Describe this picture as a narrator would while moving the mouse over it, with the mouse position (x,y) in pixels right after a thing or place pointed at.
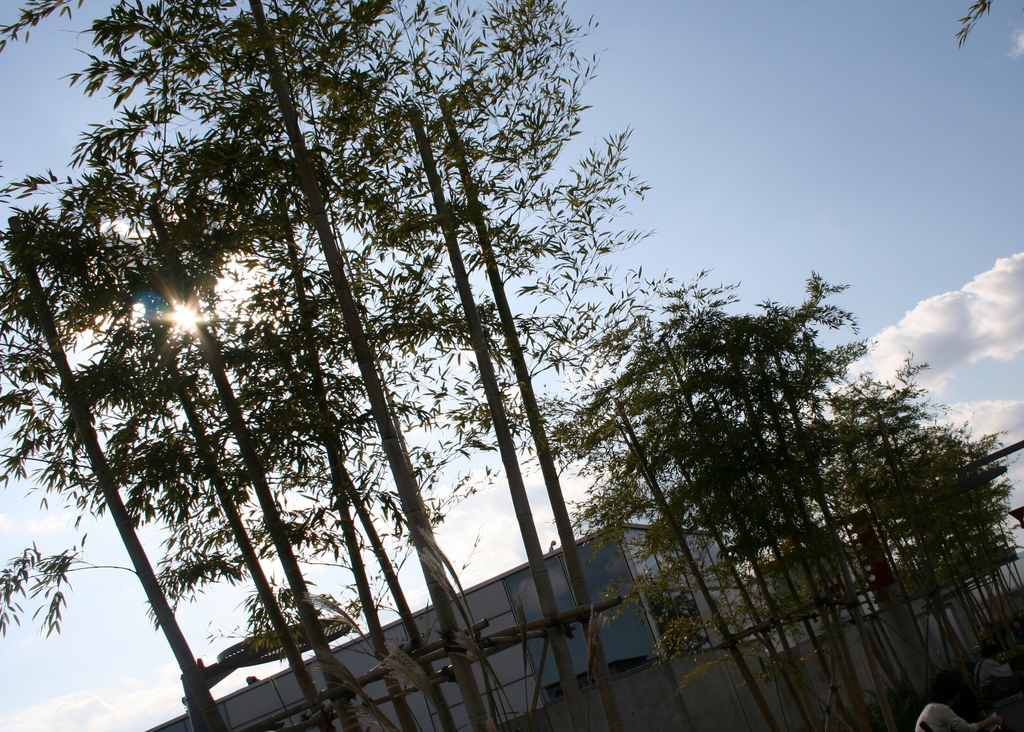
In this image in front (927,570) there are trees (768,612). On the right side of the image (937,718) there are people (959,708). In the background of the image (906,83) there are buildings (803,590) and sky (835,90).
